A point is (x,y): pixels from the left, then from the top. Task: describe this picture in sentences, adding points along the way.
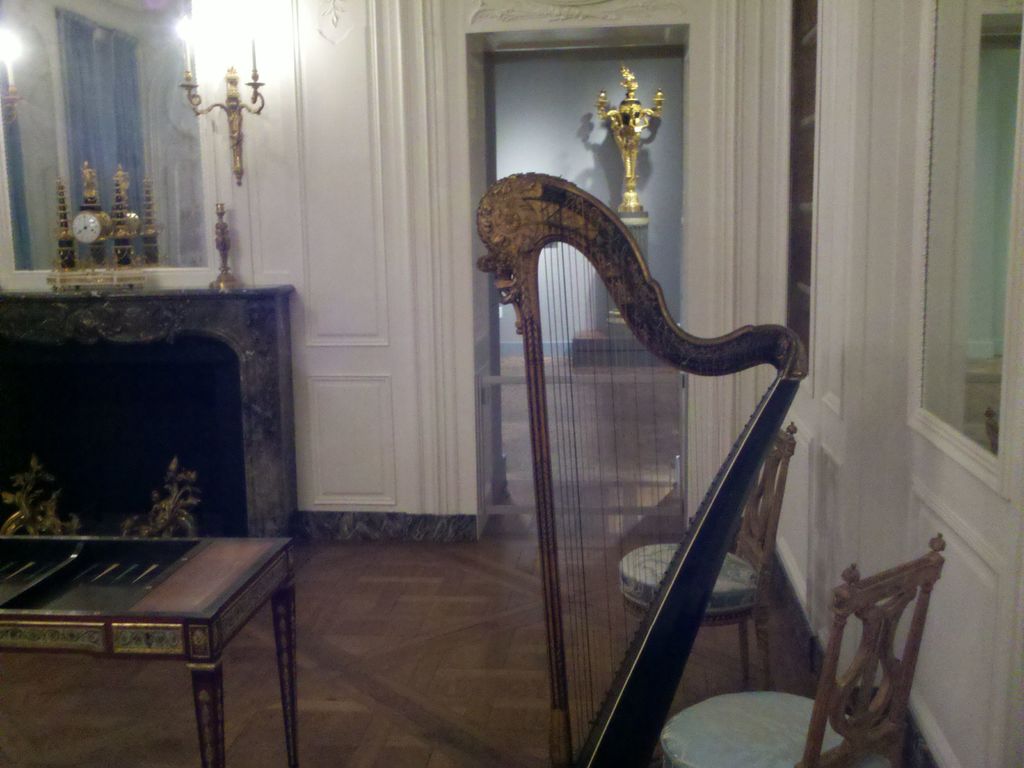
In this image there is a wooden structure (707,518), beside that there are two chairs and a door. On the left side of the image (77,537) there is a table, in front of the table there is a mirror (25,217) and a clock (74,230), there is a lamp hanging on the wall (321,212). In the background (635,100) there is an object (638,144) on the rock structure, behind that there is a wall (564,169).
